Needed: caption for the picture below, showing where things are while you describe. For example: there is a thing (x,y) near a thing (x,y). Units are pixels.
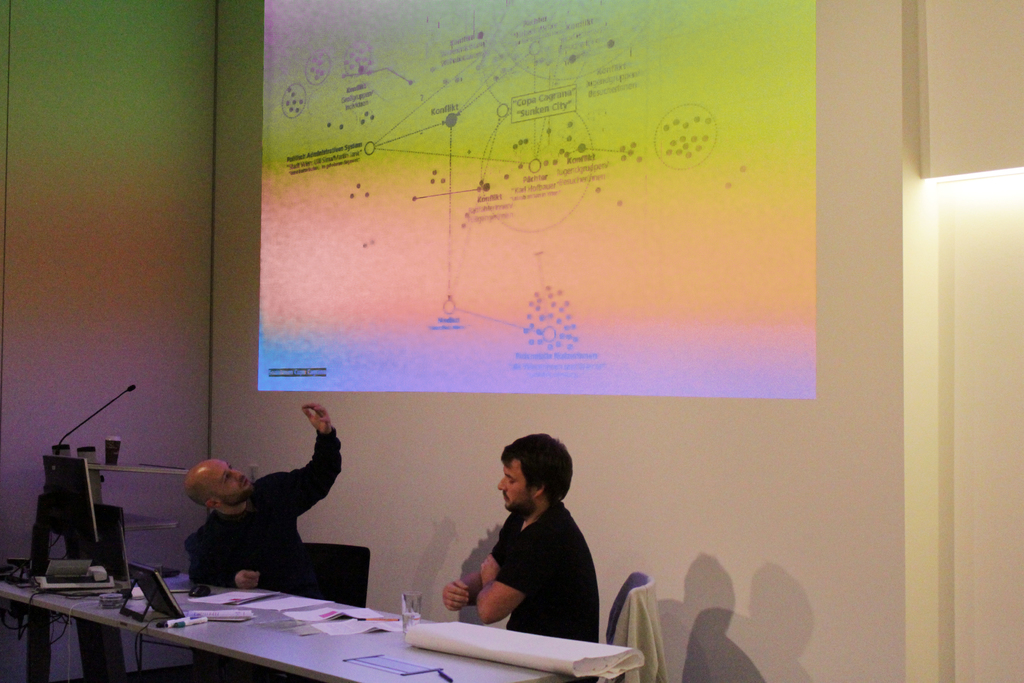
This image consists of two persons (550,548) wearing black dress (508,561) are sitting in the chairs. In the front (301,676), there is a table (360,673) on which there are papers (275,597) and a computer (122,532). In the background (614,193), there is a projector screen (634,333) on the wall (93,409).
